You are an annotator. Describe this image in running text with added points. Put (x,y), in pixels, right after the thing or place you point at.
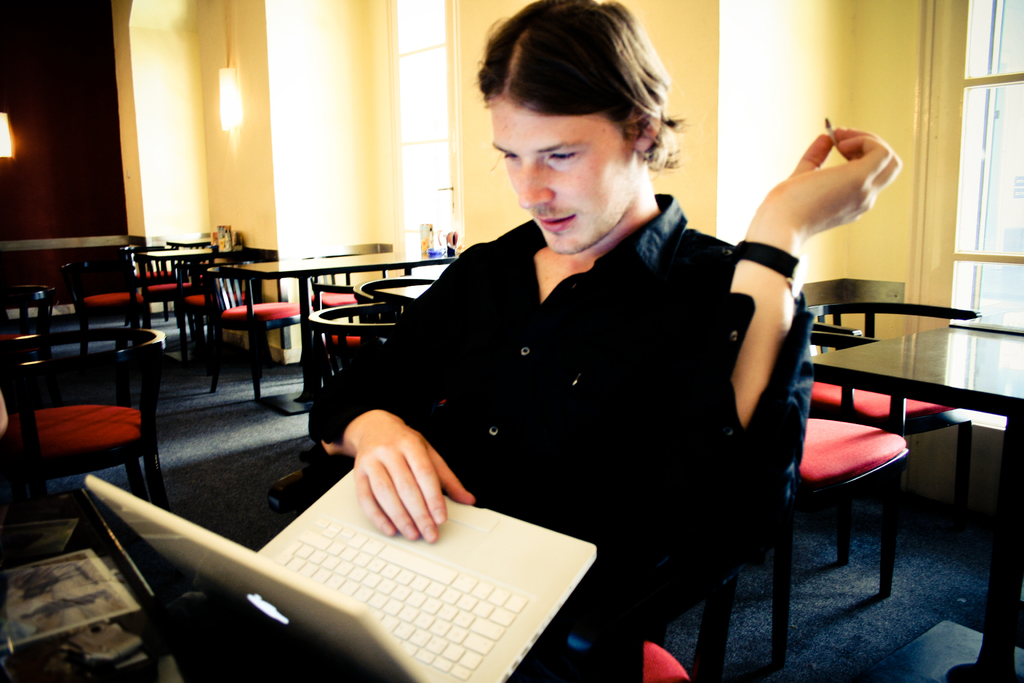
In this image I can see the person (627,334) wearing the black color dress (577,398) and holding the laptop (338,600). To the side I can see many chairs (241,306) and tables (259,264). In the background (948,61) I can see the wall (312,241), lights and the window (986,174).
